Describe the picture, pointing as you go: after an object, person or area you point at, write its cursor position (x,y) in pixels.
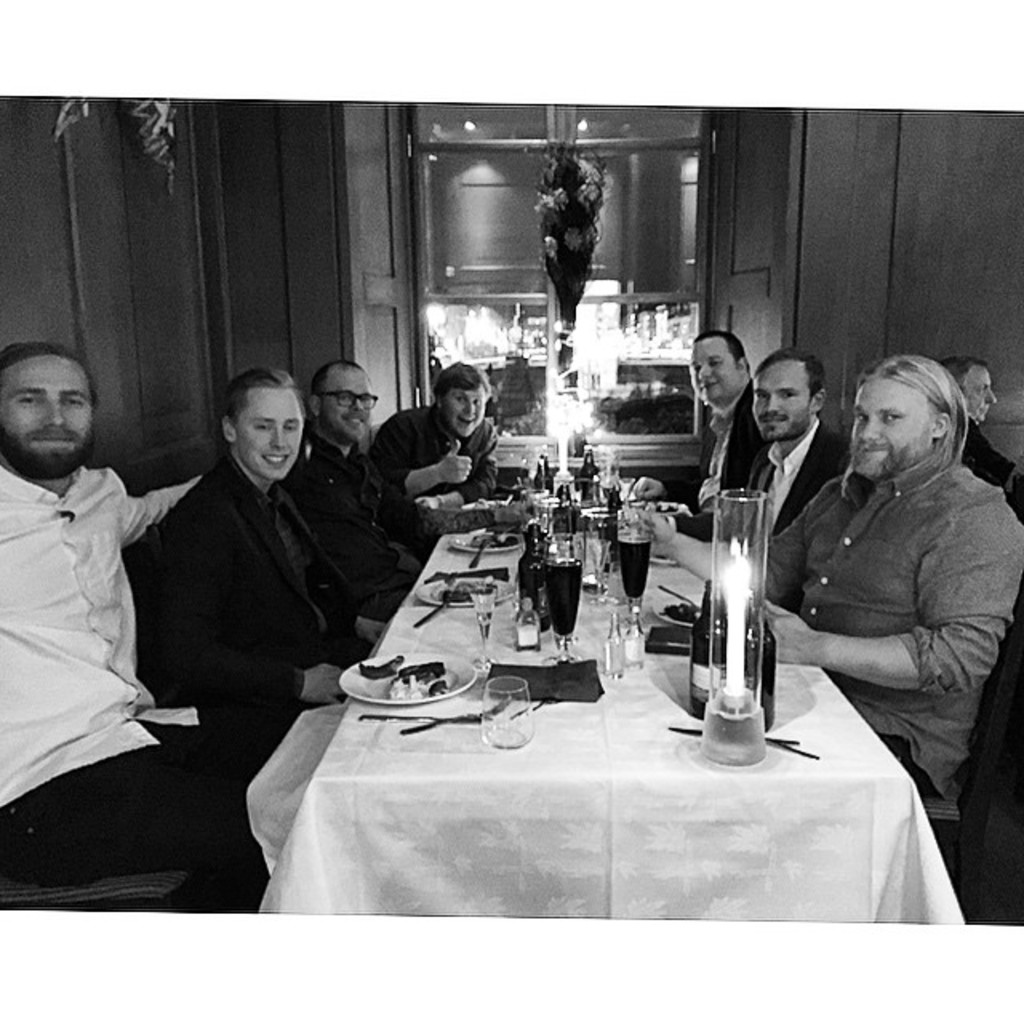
This picture shows a group of people (342,408) seated on the chairs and we see few plates (434,661), spoons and wine glasses (634,607) and a candle (735,760) on the table (371,808).
